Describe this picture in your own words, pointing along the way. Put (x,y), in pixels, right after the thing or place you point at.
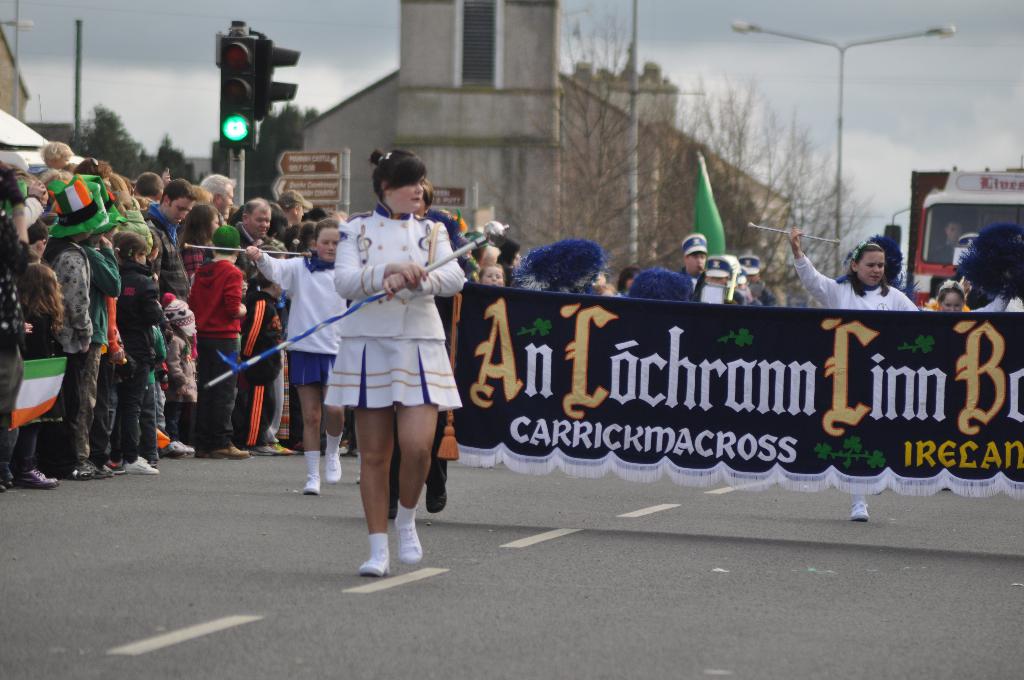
In this picture we can see a woman (405,385) is walking and holding an object (444,259) and behind the woman (400,305) there are a group of people (139,230) standing and some people (859,293) are walking and some people (822,283) are holding a banner (650,344). Behind the people (312,260) there are poles (239,190) with traffic signals (249,77) and lights (883,38). Behind the poles (840,193) there are buildings (332,146), a vehicle (981,210), trees (679,154) and the sky (757,99).
